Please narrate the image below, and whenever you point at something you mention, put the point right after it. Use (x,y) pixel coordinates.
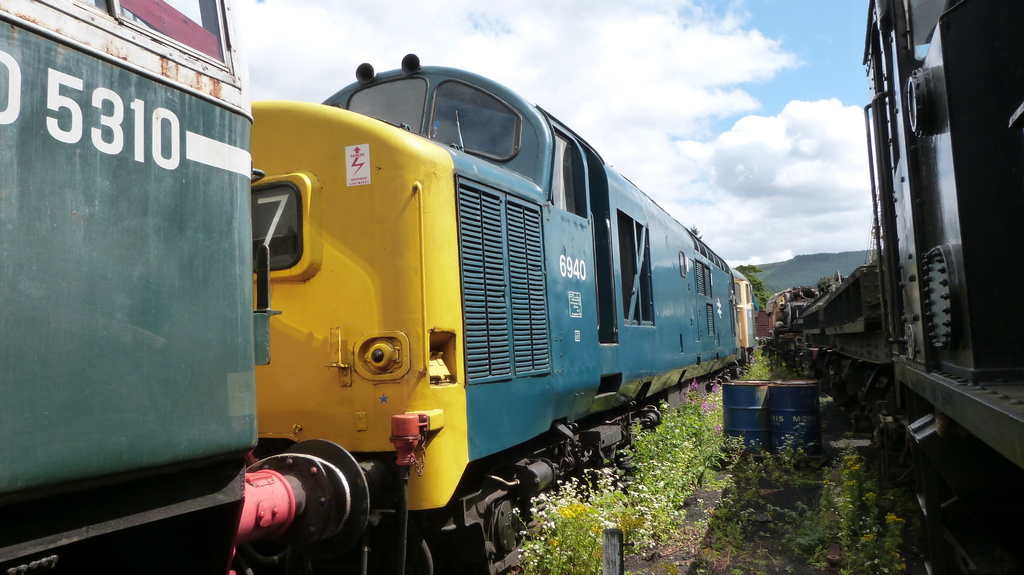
In the image we can see there are trains (499,304) standing on the railway tracks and there are oil drums (798,404) kept on the ground (743,481). There are plants (700,468) on the ground (755,560) and there is a cloudy sky (607,134).
